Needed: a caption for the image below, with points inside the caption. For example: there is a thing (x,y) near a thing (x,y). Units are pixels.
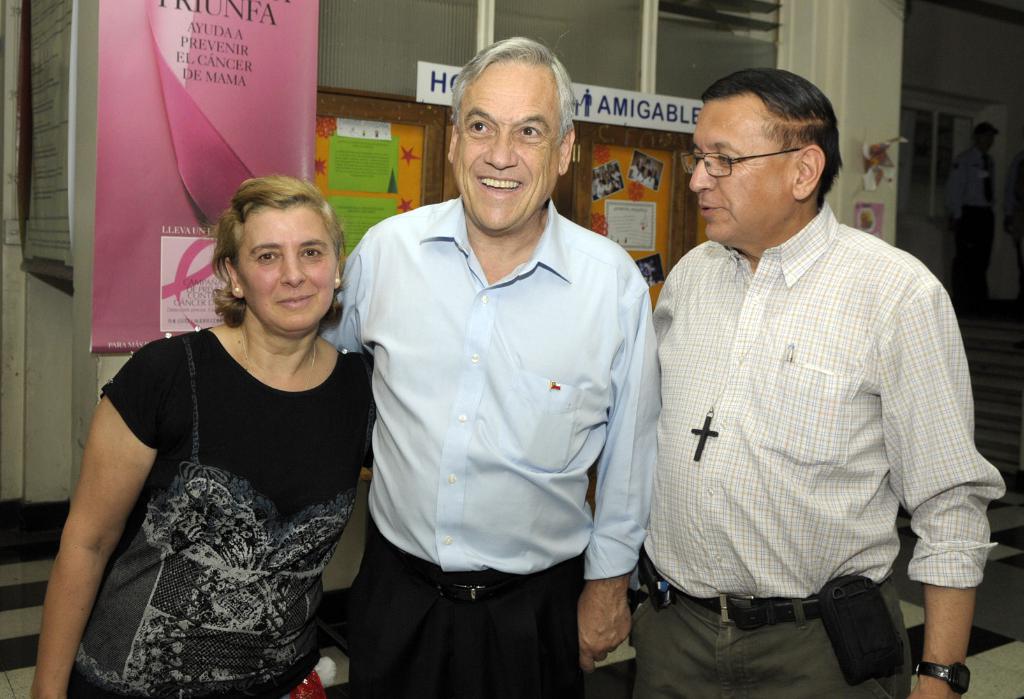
In this picture we can see two old men (784,389) and a woman (271,376), standing in the front (325,397) smiling and giving a pose to the camera. Behind there is a pink banner (230,140) and notice board (379,135).
